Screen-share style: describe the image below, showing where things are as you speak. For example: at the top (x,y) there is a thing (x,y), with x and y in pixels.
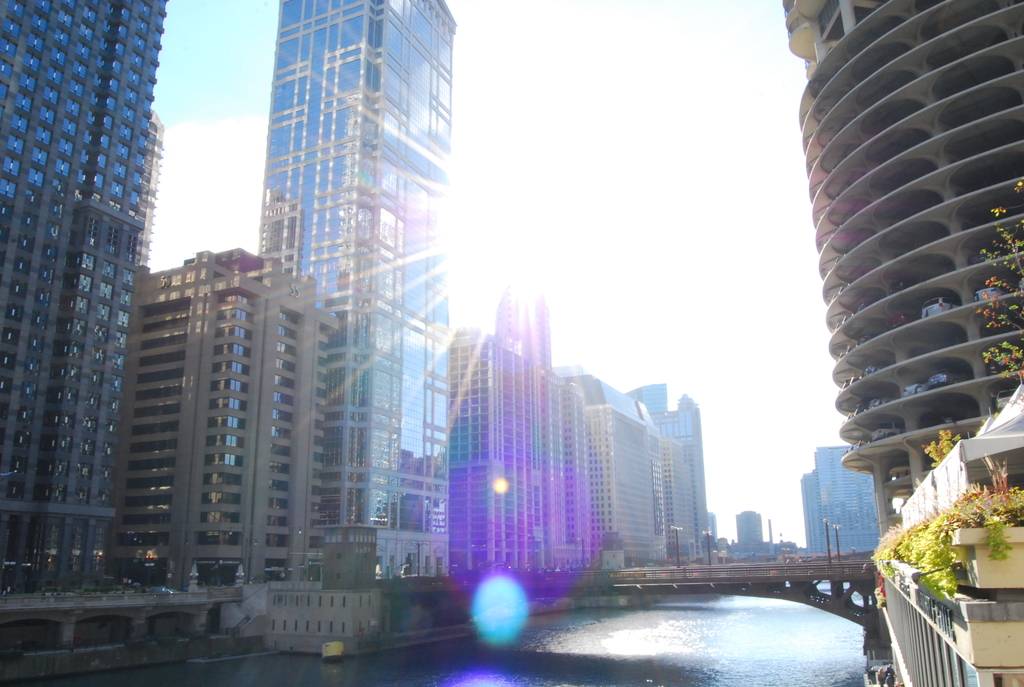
In this picture we can see the river (720,647), both side we can see some buildings (743,523) and plants (988,499).
